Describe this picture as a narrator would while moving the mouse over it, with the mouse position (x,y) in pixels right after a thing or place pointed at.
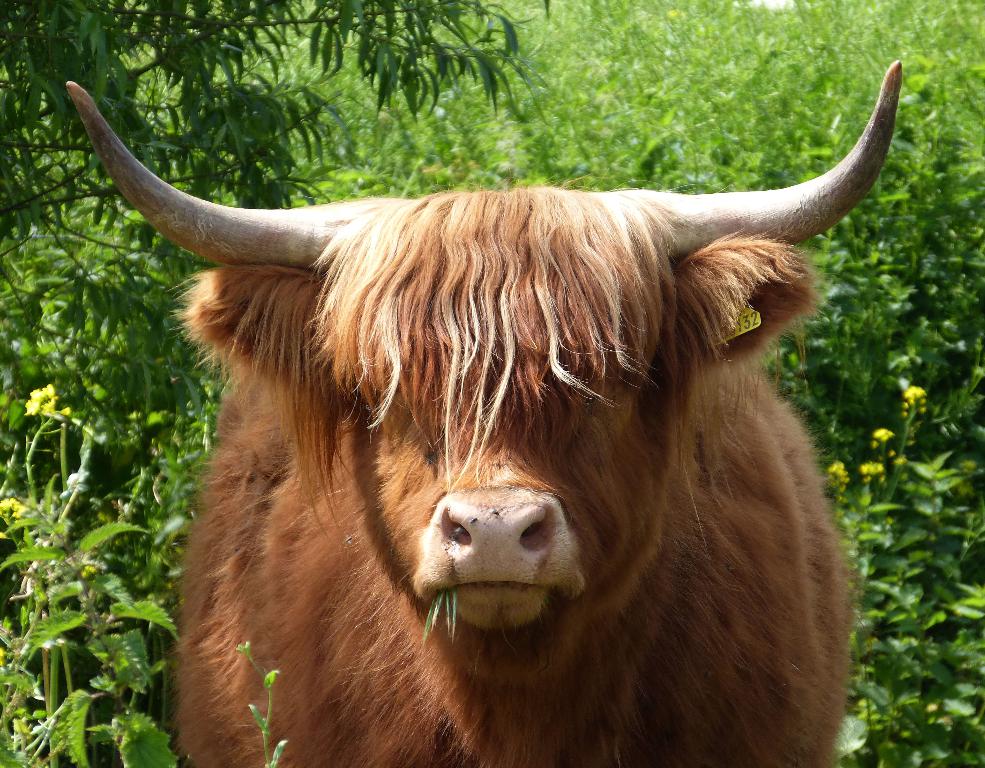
Here in this picture we can see a bull (451,338) present on the ground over there and we can see plants (110,474) and trees (212,181) present all around it over there.
